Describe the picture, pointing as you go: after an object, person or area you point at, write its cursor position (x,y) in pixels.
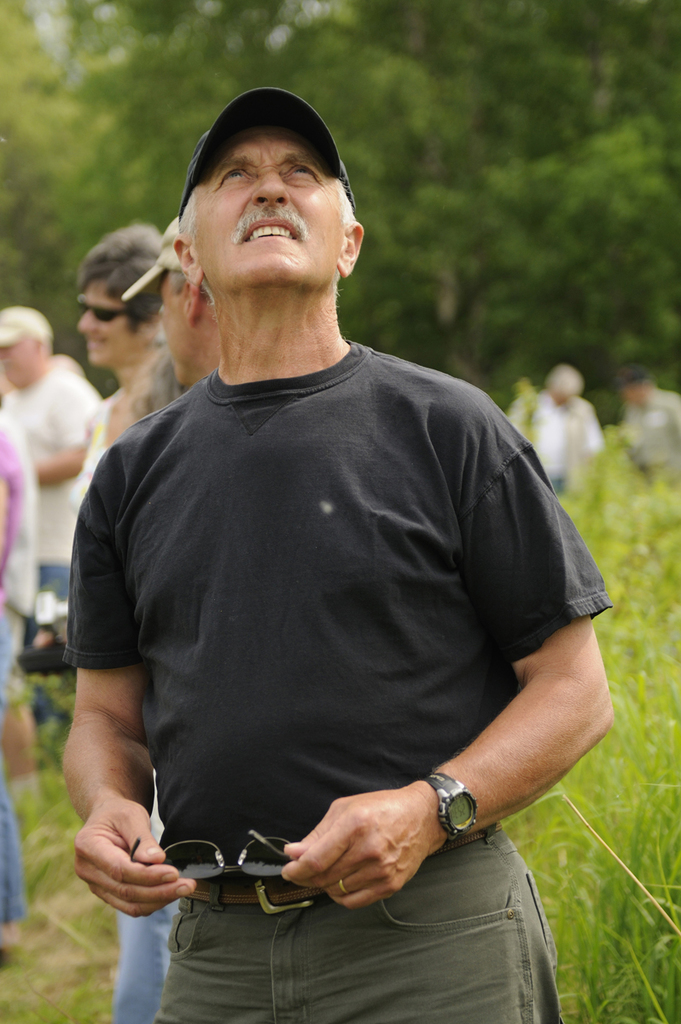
In this image I can see a person (388,433) holding spectacle (242,848) and in the background (171,85) I can see few persons (168,303) and grass (649,596) and tree (314,62).
